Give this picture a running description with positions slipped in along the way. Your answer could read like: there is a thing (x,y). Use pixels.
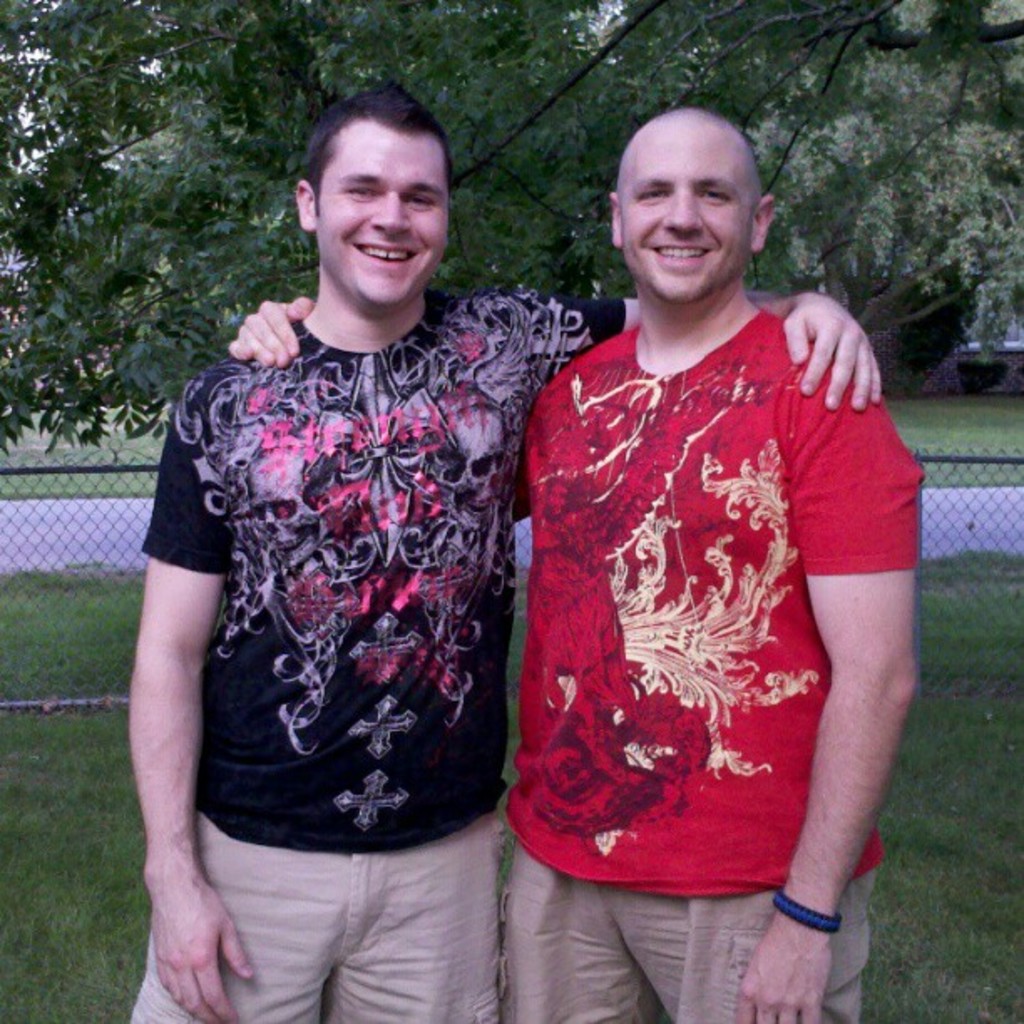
In the foreground of the picture (509,951) there are two men (836,551) standing, they are smiling. Behind them there are grass (114,618), railing (114,618), trees (911,60) and a path (982,509).
